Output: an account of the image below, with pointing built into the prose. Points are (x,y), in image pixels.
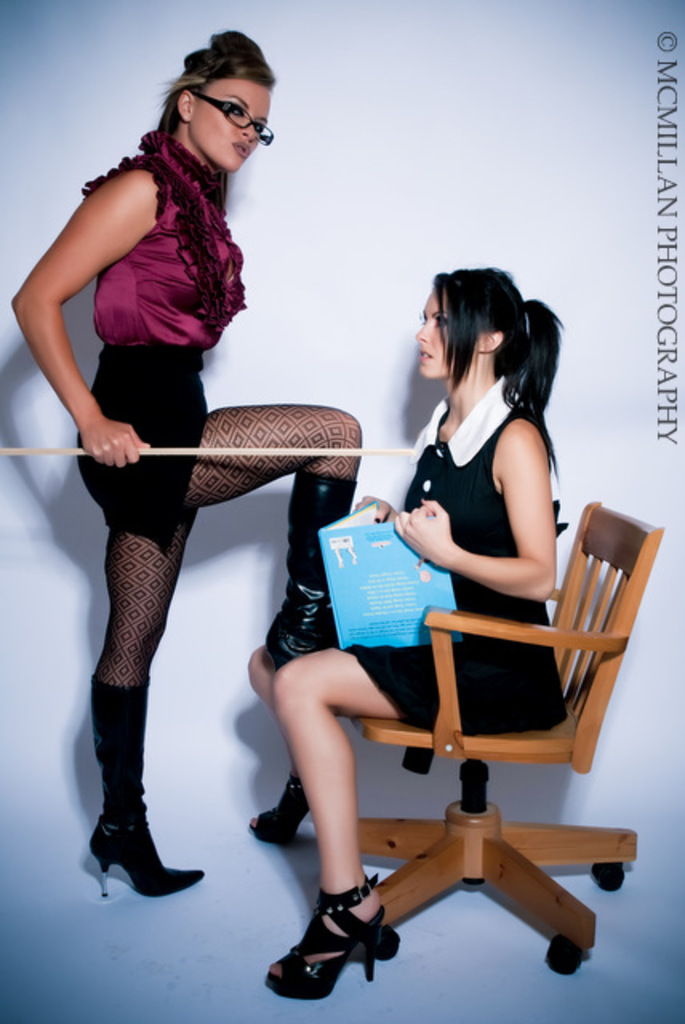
There are two womens (438,430) in the image. On right side (475,482) there is a woman (501,577) sitting on chair (508,631) and holding a book (383,591), on left side (187,385) the woman (167,355) wearing a red color dress (184,226) is standing and also holding a stick (150,452) on her hand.
